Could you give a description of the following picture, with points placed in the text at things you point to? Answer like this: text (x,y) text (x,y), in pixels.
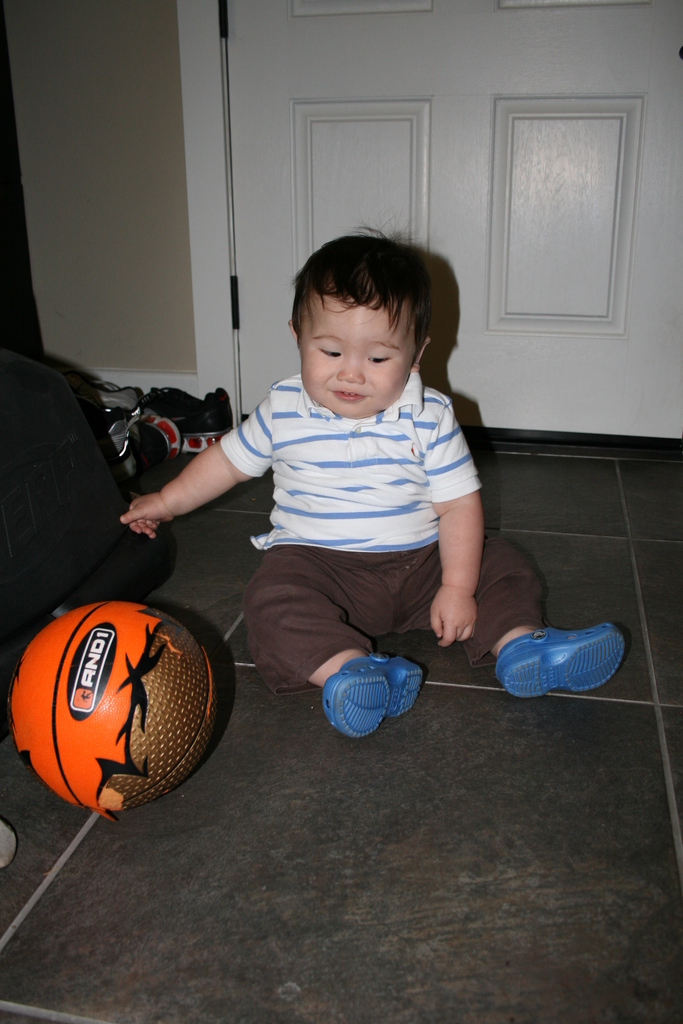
In this image there is a kid (387,542) sitting on the floor (440,844). To the left (34,522) there are a few objects (84,553) and a ball (161,739). The kid (203,484) is touching an object (136,539). Behind the kid (331,420) there is a door (257,129) to the wall (90,131).
